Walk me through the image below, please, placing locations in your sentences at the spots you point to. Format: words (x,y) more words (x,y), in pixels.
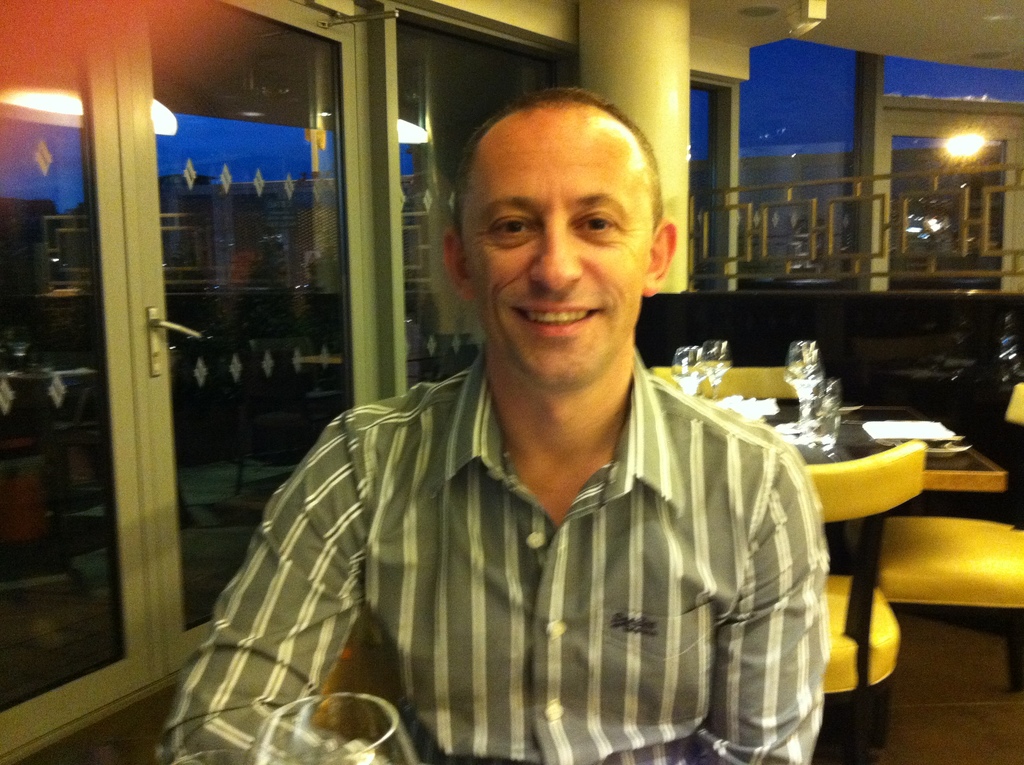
In front of the image there is a person (650,632) having a smile on his face (543,308). In front of him there is a glass (284,727). Behind him there are chairs (872,561). There is a table (851,430). On top of it there are glasses (824,405) and tissues (770,406). There is a railing (746,270). On top of the image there are lights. On the left side of the image (262,331) there are glass doors (262,307) through which we can see buildings (235,230) and sky (170,168).
